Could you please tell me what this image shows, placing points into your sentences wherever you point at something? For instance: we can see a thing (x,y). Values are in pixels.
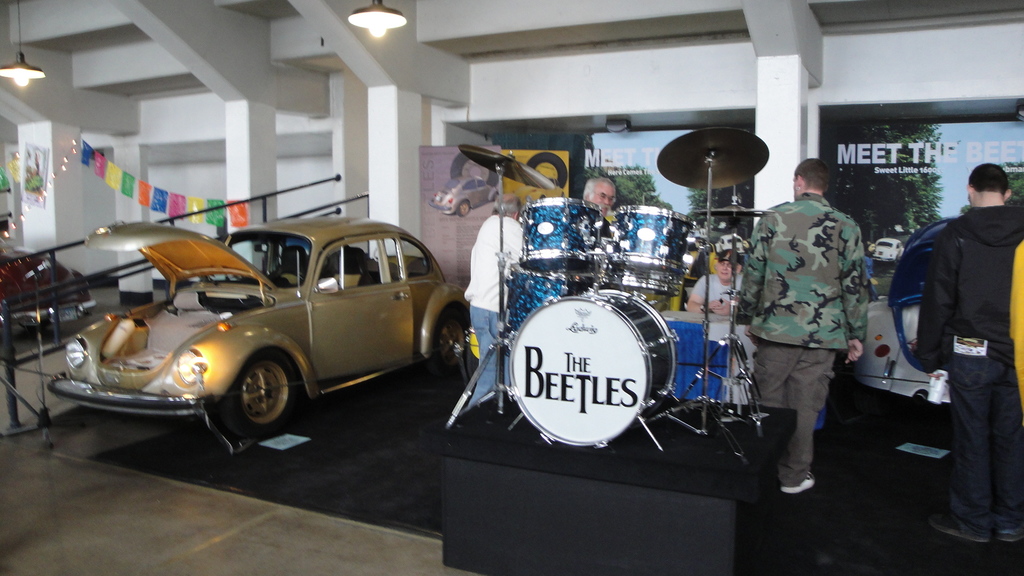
In this image, there is a person (703,291) sitting in front of these musical instruments (677,217). There are some persons (983,303) standing and wearing colorful clothes (969,273). There is a car (187,328) in front of this pillar (411,191). There is a light (381,27) at the top (390,26).
